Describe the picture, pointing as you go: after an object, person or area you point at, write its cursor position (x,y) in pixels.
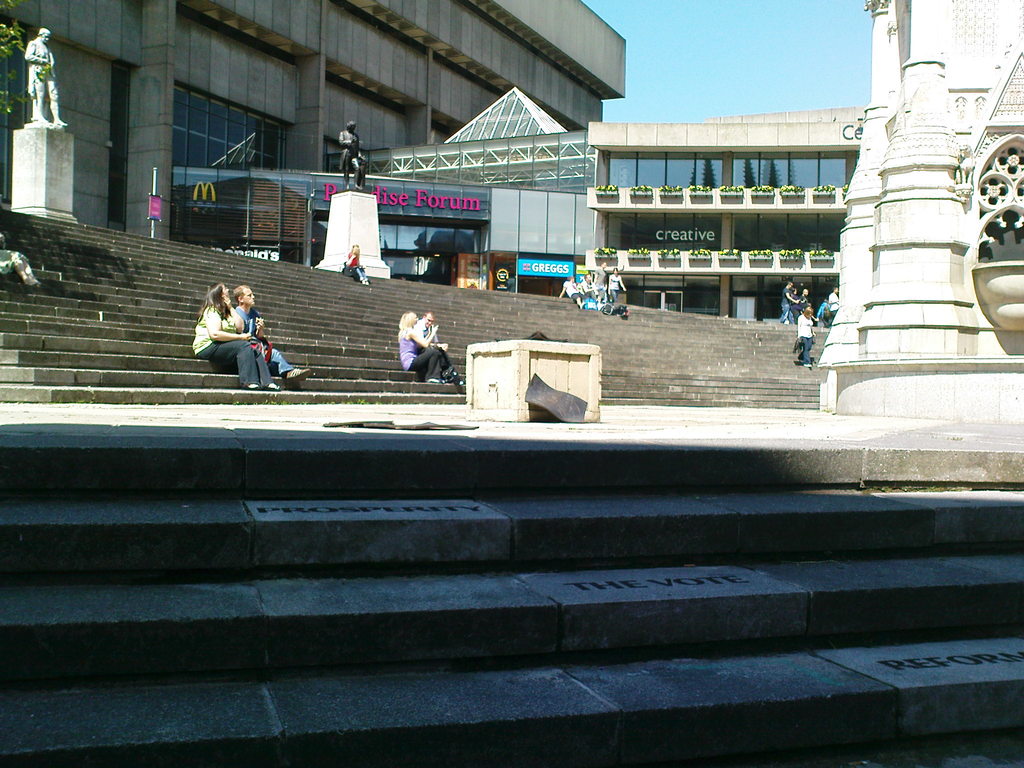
In this image we can see few people (805,336) are standing and few people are sitting on the stairs (687,343), there are two statues (35,80) on the pillars (333,219), there are buildings (429,184) with text (390,199), there is a box (552,372), a board (158,209) to the pole (151,181) and the sky (750,95) in the background (737,44).
